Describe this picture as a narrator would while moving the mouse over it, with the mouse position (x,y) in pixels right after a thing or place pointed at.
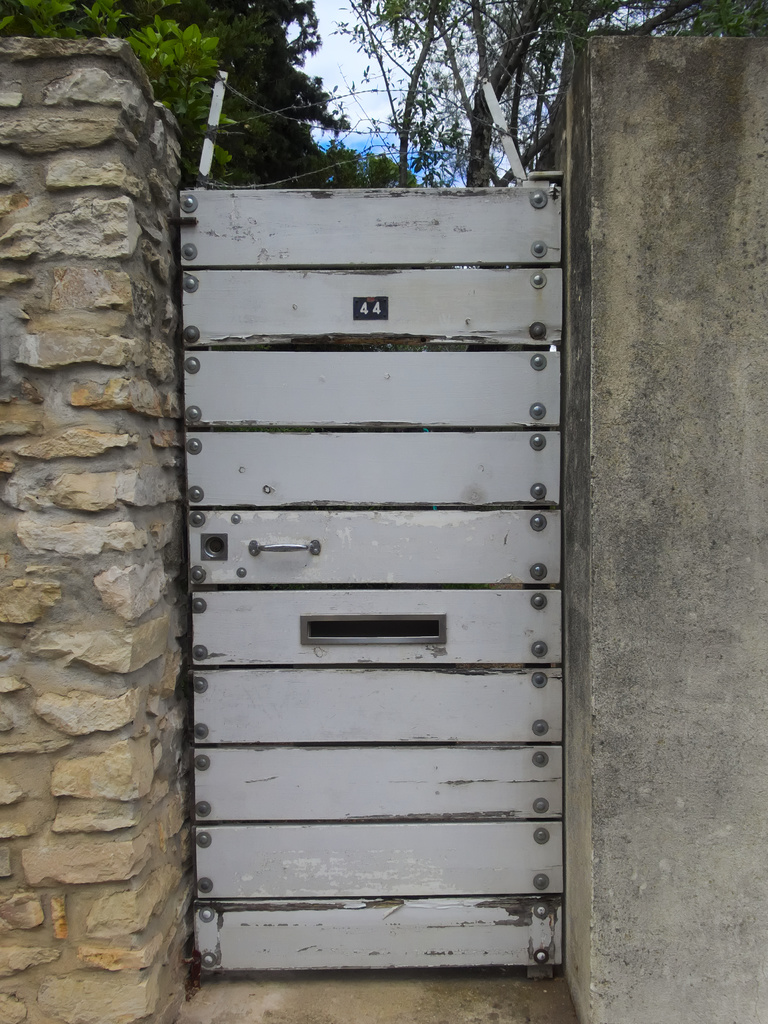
Here we can see a door (394,649) and wall (758,941). In the background (189,176) there are trees (463,147) and sky (378,79).
